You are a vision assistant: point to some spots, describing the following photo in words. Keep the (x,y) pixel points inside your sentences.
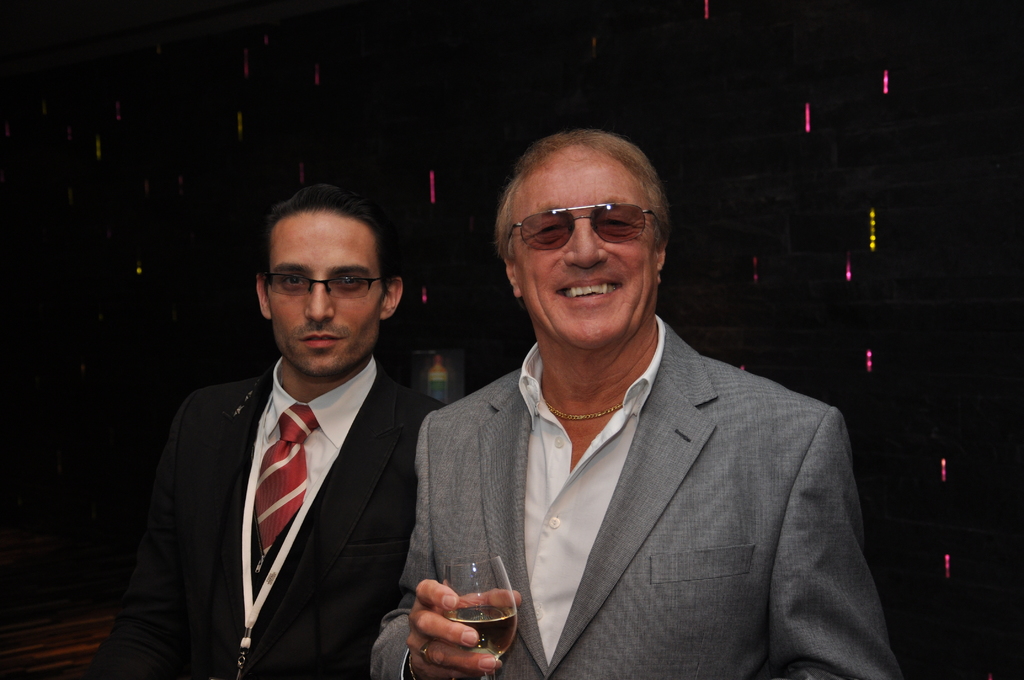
In this picture I can see a man (603,480) in the middle (609,422), he is holding the wine glass (503,598). Beside him there is another man (293,489), he is wearing a tie (287,463), a shirt (330,442) and a coat (392,494).
